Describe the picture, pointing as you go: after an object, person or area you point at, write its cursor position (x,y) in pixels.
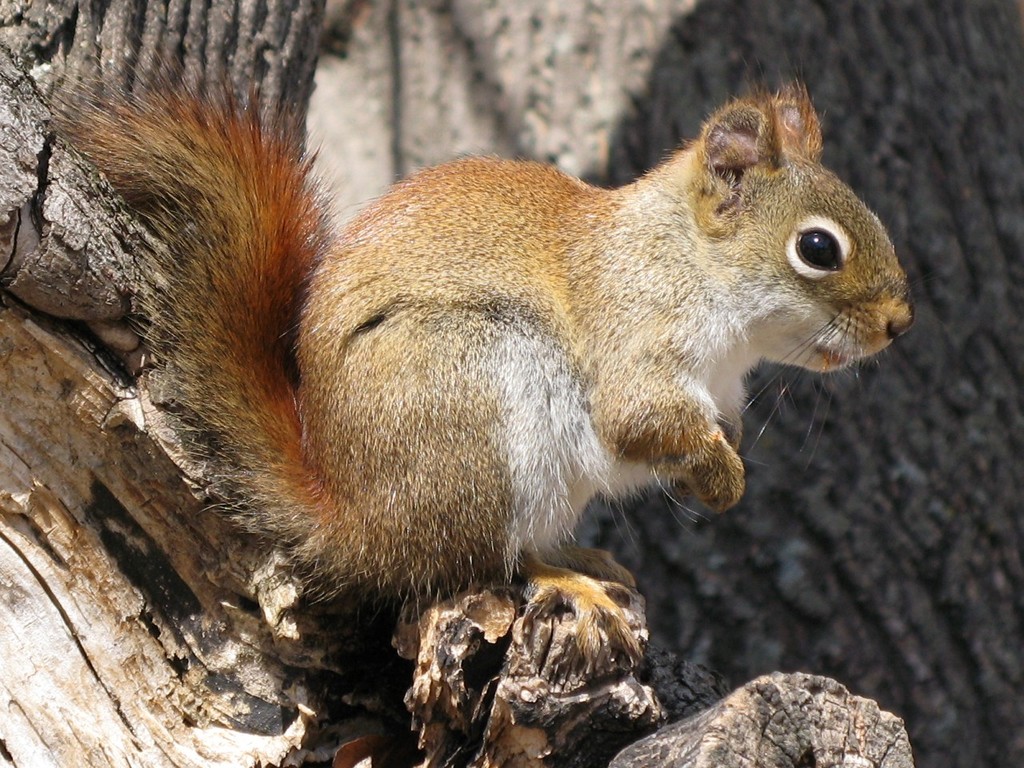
In this image I can see the squirrel (513,364) which is in white and brown color. It is on the trunk (414,709) of the tree (423,707) and I can see the blurred background (466,7).
